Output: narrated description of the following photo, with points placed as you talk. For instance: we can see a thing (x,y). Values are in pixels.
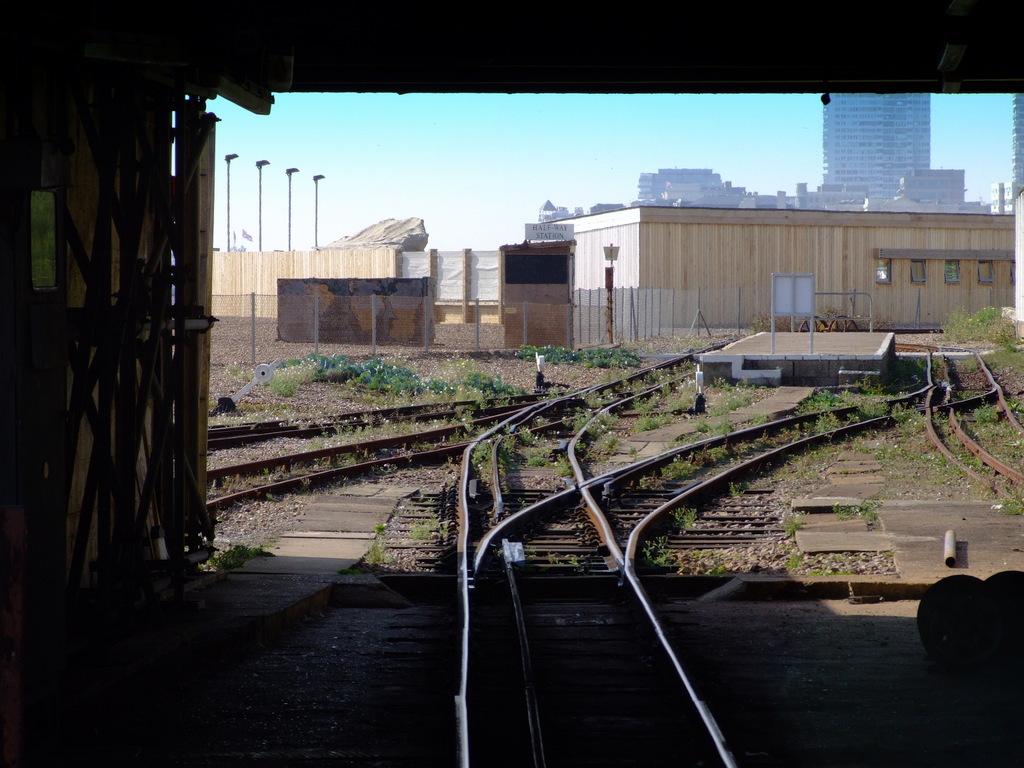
At the bottom of the image (459,614) on the ground (406,627) there are many train tracks (634,515). And also there are small stones (284,520), grass (988,419) and there is a small platform (770,355) with whiteboard (809,293). Behind them there is a fencing (380,309), walls (265,254), building (702,267) with walls (702,288), windows (990,271) and roofs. Behind them there is a rock (379,244). And in the background (839,141) there are few buildings (839,154). On the left side of the image (105,298) there are rods (175,343) on the wall (93,542).
